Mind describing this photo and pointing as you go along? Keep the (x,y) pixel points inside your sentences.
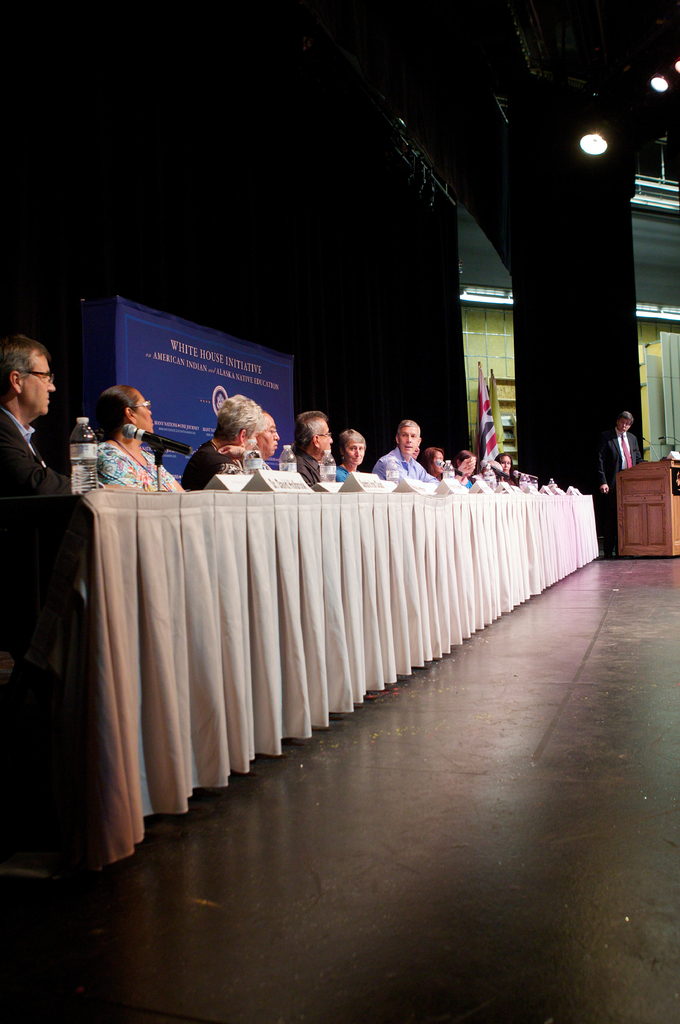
In this picture we can see a group of people (346,431) sitting and in front of the people (13,442) there is a table (211,507), which is covered by a cloth (308,611). On the table (243,553) there are name plates (337,489), bottles (259,461) and a microphone (163,448). On the right side of the people (413,455) there are flags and a person (605,472) is standing behind the podium (659,515). Behind the people (268,456) there is a board (198,383) and at the top (596,139) there are lights (596,150).
